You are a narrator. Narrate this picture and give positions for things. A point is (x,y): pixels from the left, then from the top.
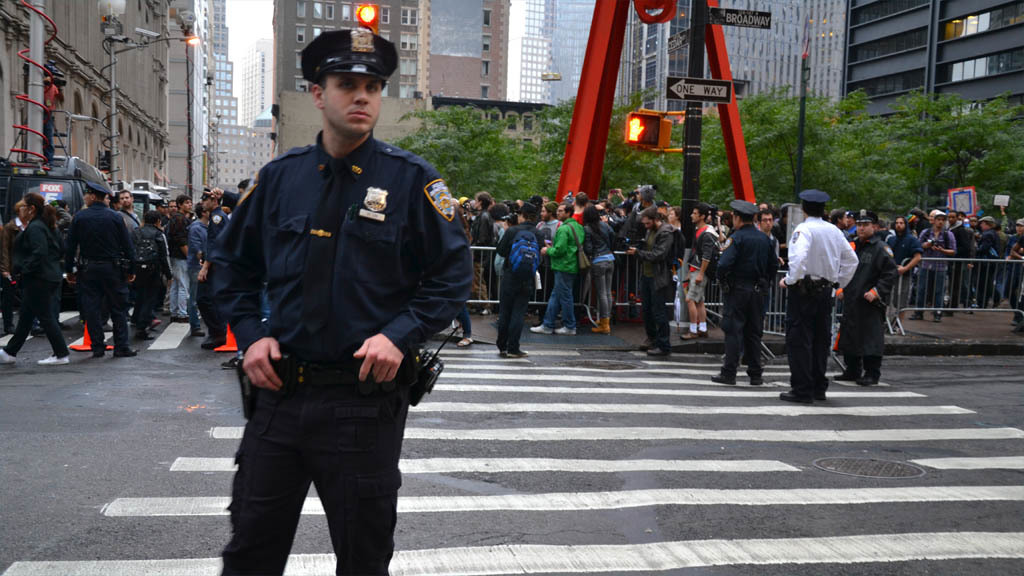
In the middle of the image (356,278) a man (239,541) is standing and watching. Behind him few people (1021,272) are standing and watching and there is fencing (487,247) and poles (573,171) and trees (823,145) and sign boards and buildings (270,109).
